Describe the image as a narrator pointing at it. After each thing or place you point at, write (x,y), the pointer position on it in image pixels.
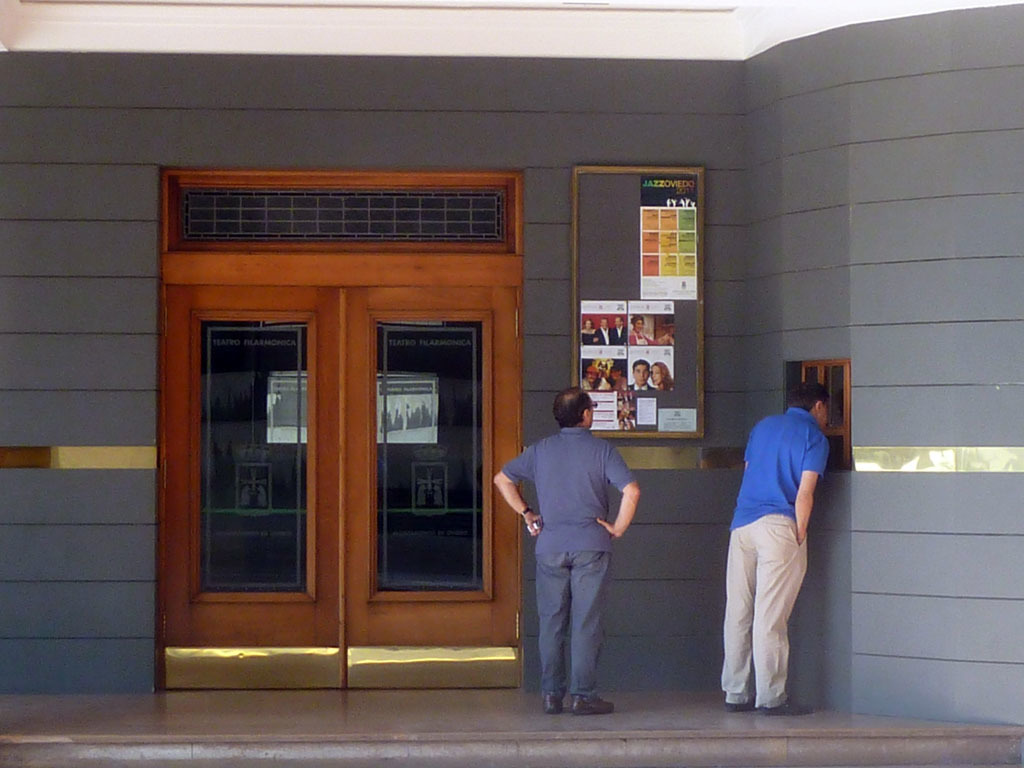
In this image at front (811,447) there are two persons (784,619) standing in front of the building (758,387). At the center (481,424) there is a door (343,360). Beside the door (370,328) there is a photo frame (672,289) attached to the wall (820,205). At the right side of the image (834,456) there is a window (845,450).
